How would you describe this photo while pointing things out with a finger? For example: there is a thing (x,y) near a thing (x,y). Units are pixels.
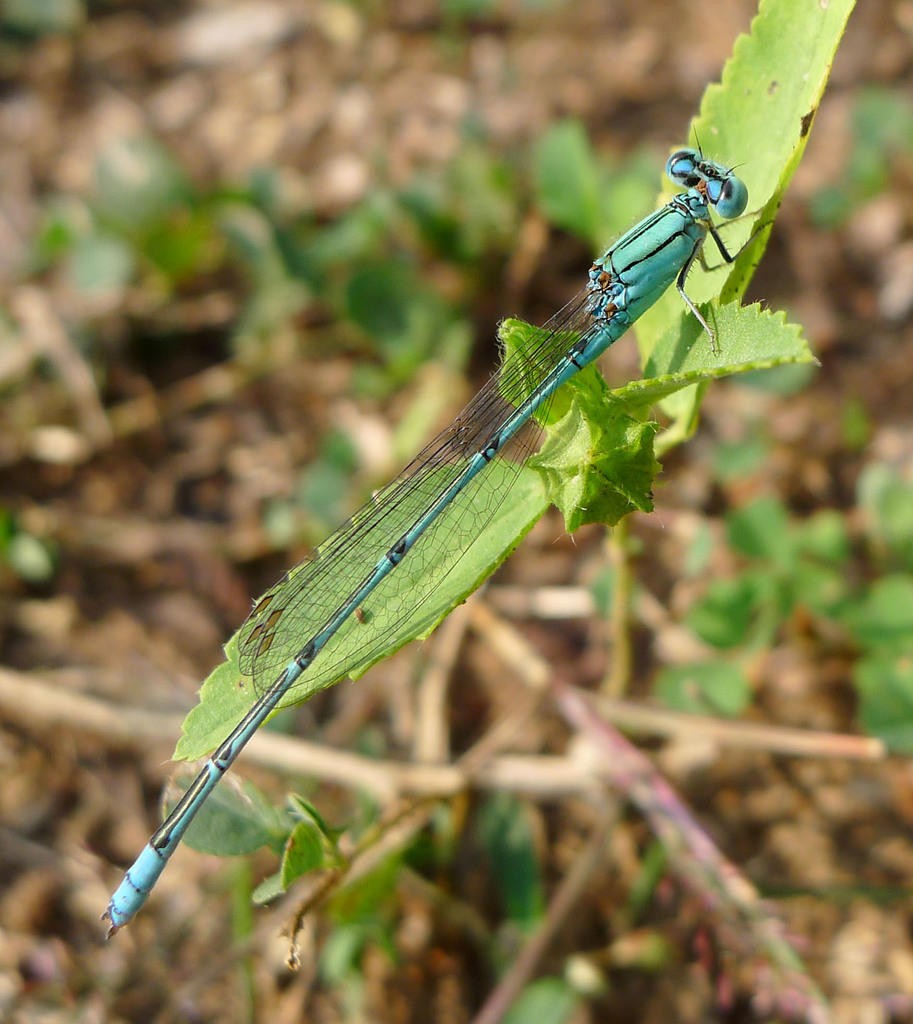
In this picture we can see an insect (417,558) on leaves (746,358) and in the background (646,600) we can see plants (200,212) and it is blurry.
